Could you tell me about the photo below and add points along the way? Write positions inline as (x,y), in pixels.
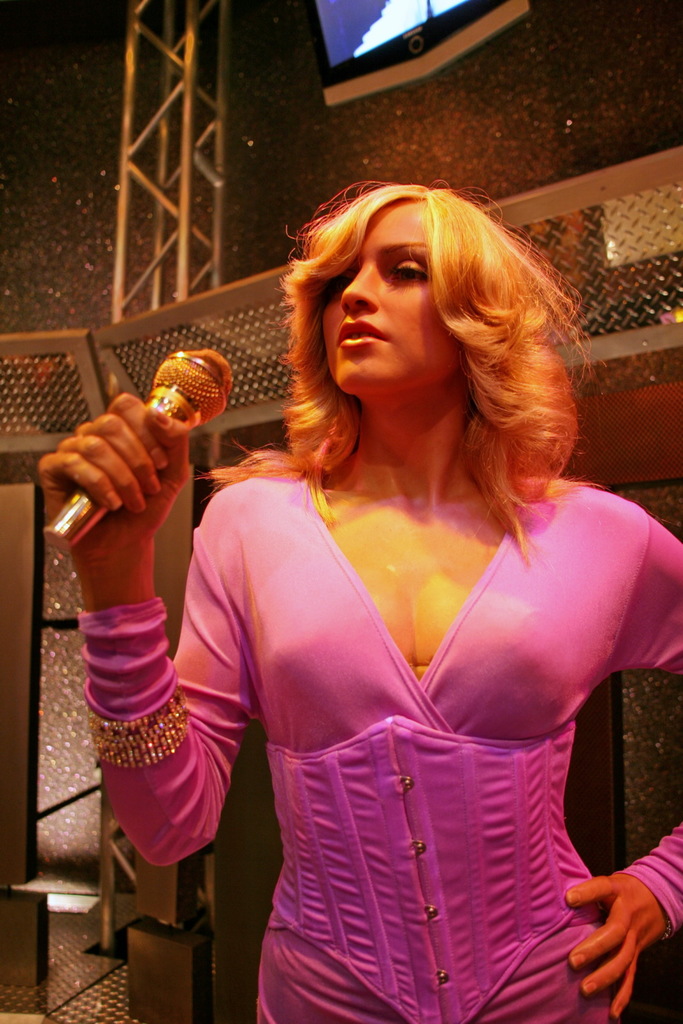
In this image i can see a woman (375,409) standing and holding microphone (215,383) at the back ground (193,327) i can see a railing (193,315).
